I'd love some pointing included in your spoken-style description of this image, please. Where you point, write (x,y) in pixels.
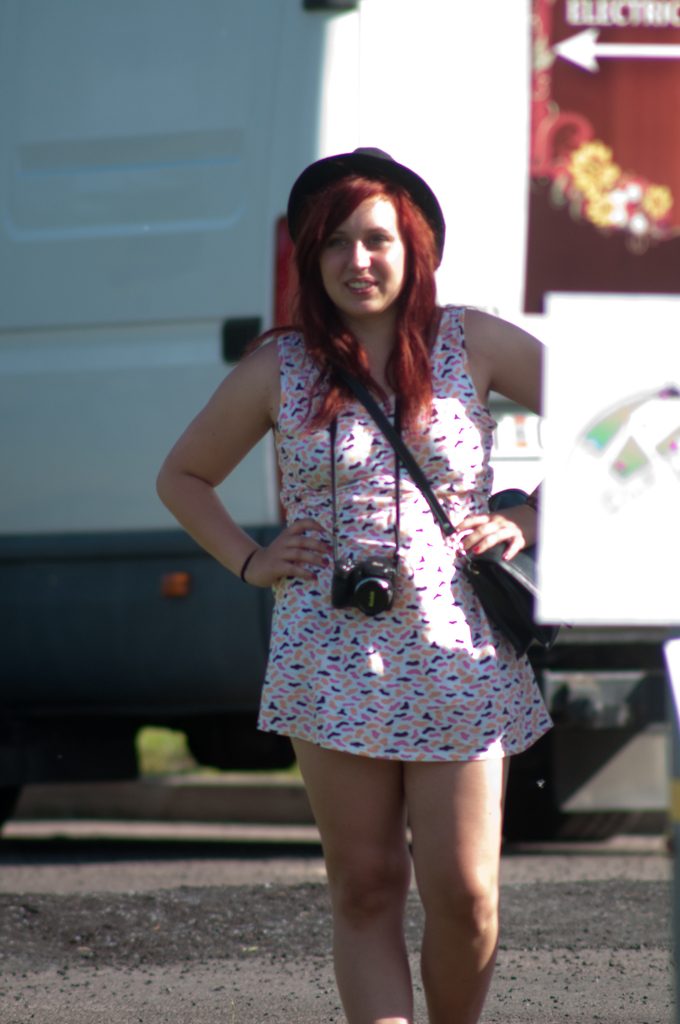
In this image there is a woman (390,641) wearing a camera (369,573) and a bag (493,583) standing on a road (299,1012), in the background (93,165) it is blurred.
